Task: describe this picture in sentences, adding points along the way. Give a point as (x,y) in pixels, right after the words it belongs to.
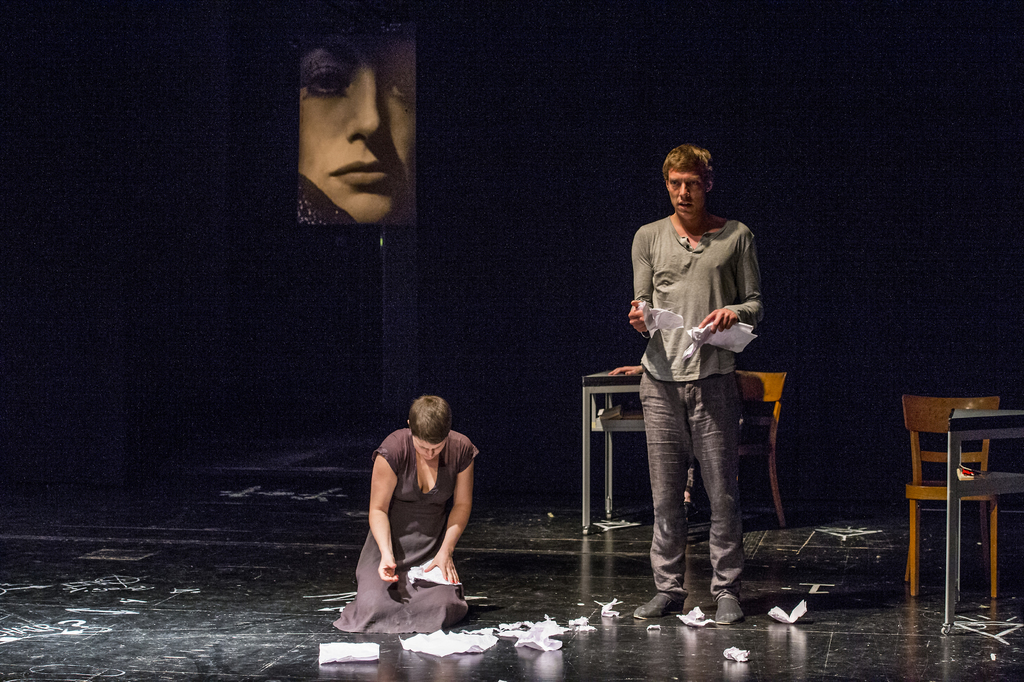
We can see two people (717,366) one person (420,599) is sitting on the floor (631,613) and one person (710,561) is standing behind him a chair (778,425) and table (640,423) are present, beside him again a table (952,483) and chair (936,483) are present. In his hand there are papers (720,341) and some papers (547,651) are on the floor (514,667). Behind them one poster (381,148) is there with a person (361,182) in it.
